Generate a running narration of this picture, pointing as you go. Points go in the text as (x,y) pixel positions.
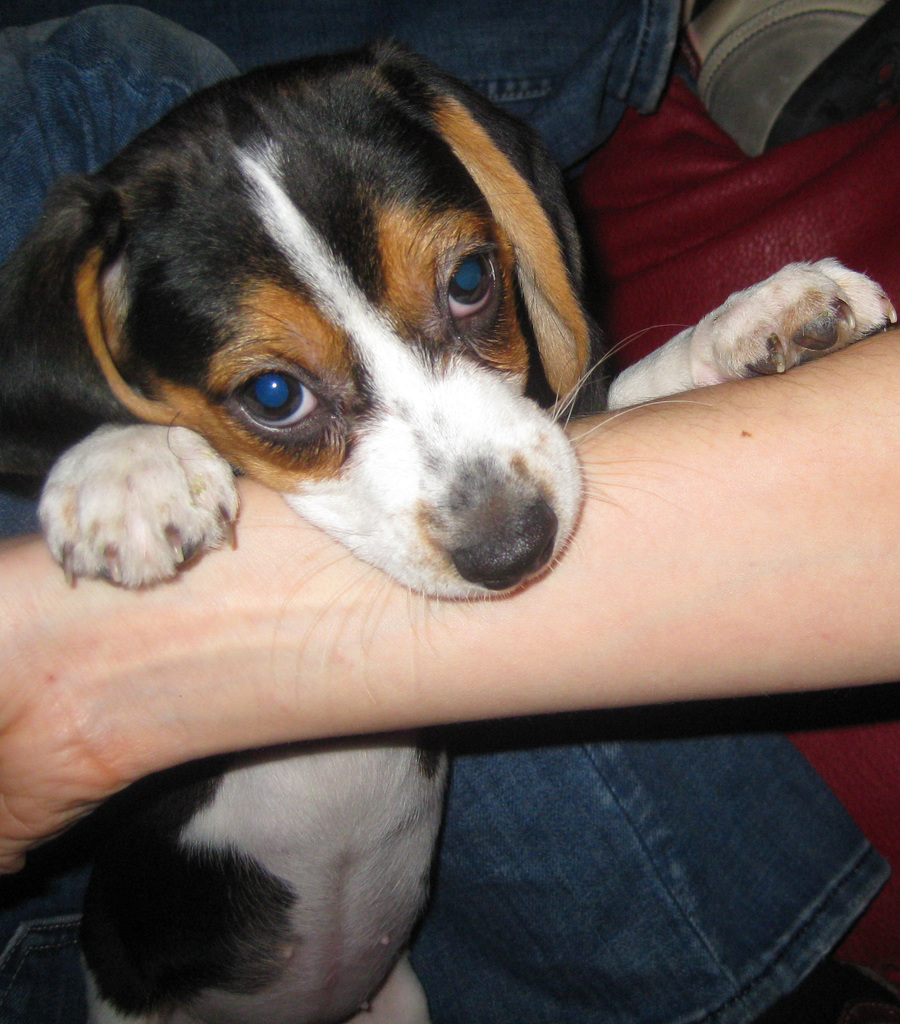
This image consists of a dog (279,471). And we can see a person's hand (207,609). In the middle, it looks like jeans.
